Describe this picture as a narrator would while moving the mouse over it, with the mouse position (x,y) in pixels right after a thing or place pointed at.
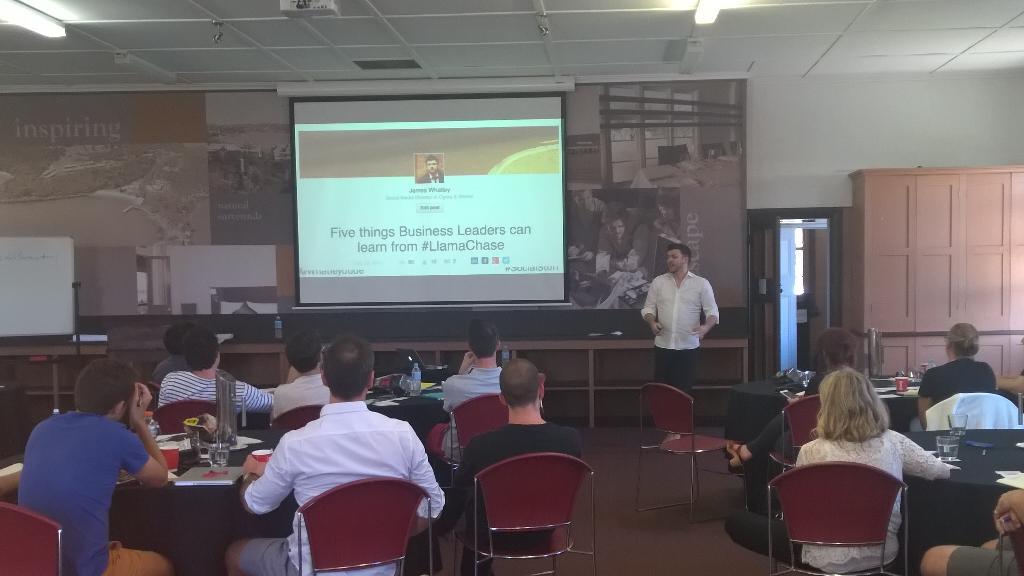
In this picture there a group of people (237,568) sitting and a person (691,329) standing over here and there is the projector screen (391,143) here and onto the ceiling (395,44) is a projector (295,2).
